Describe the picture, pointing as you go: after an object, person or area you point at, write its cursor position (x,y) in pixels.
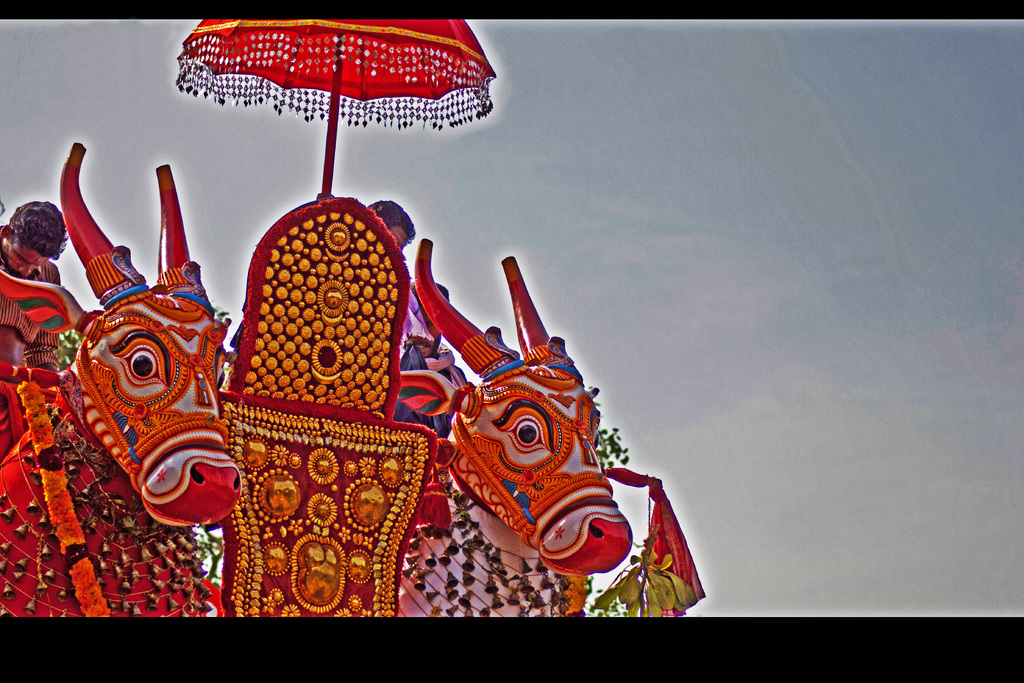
In this picture we can see cows (117,492) and people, here we can see an umbrella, decorative objects (265,460) and leaves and we can see sky (774,471) in the background (736,469).
